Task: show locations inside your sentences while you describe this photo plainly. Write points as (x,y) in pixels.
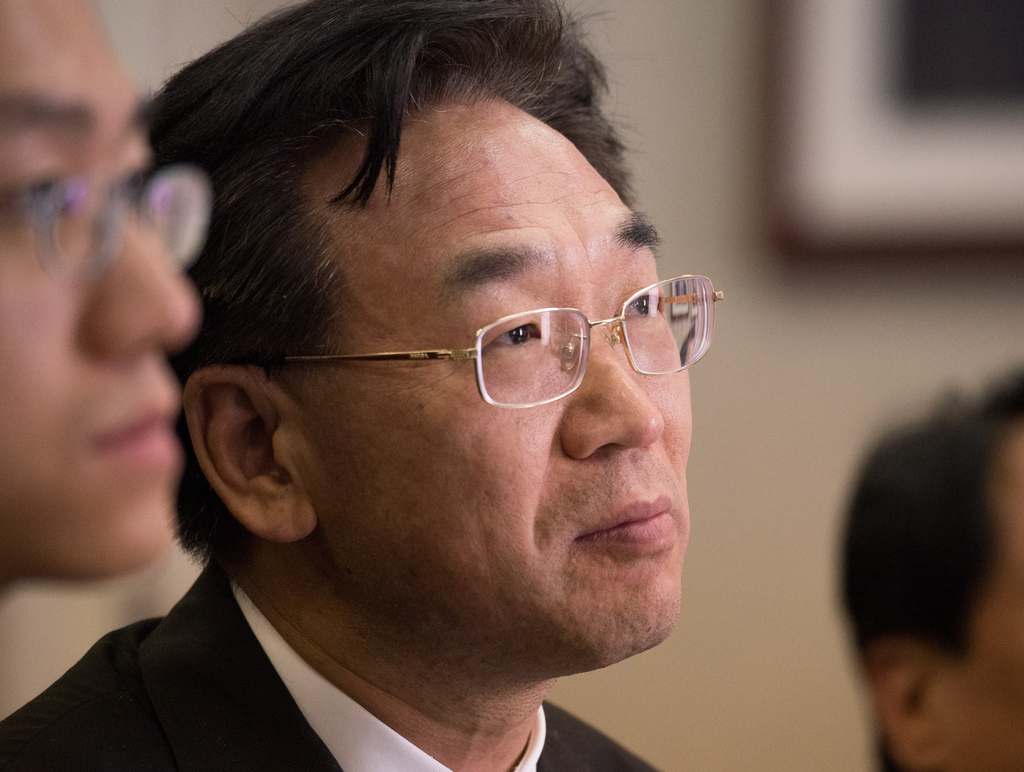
In the image we can see a man (591,410) in the middle of the image (501,505), wearing clothes (344,691) and spectacles (551,354). Beside him there are other people (975,678) sitting and the background (794,361) is blurred.
